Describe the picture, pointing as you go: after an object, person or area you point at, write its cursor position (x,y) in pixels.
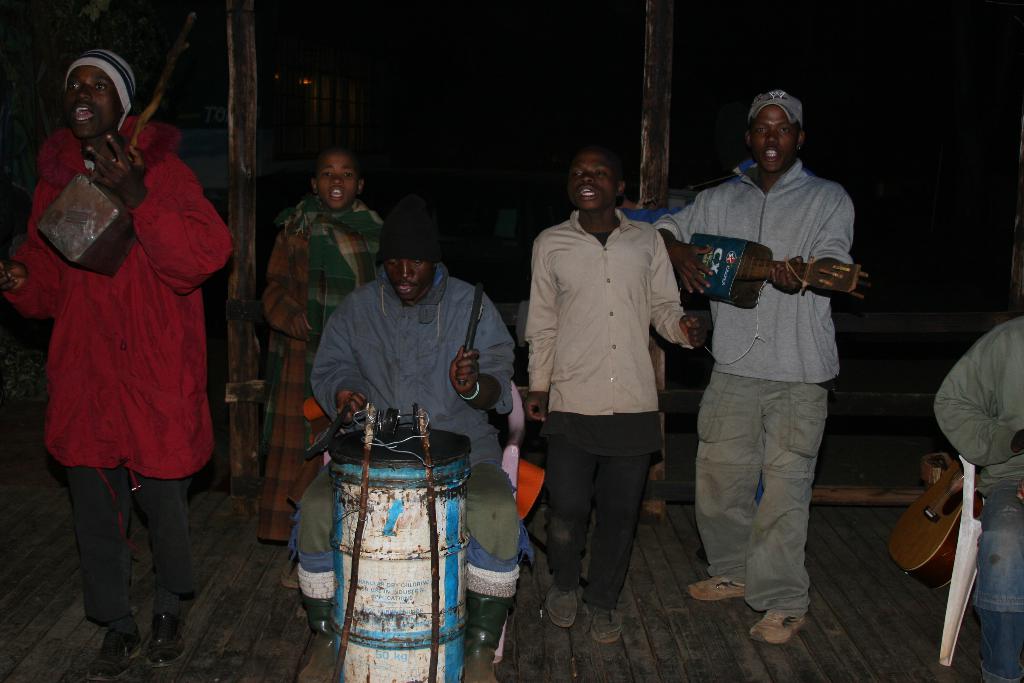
here in this picture we can see the persons (552,354) making some music with some instruments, some persons (592,357) are standing and one person (427,398) is sitting on a chair (517,424) and one person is holding a guitar (919,527) beside the chair (977,530).
